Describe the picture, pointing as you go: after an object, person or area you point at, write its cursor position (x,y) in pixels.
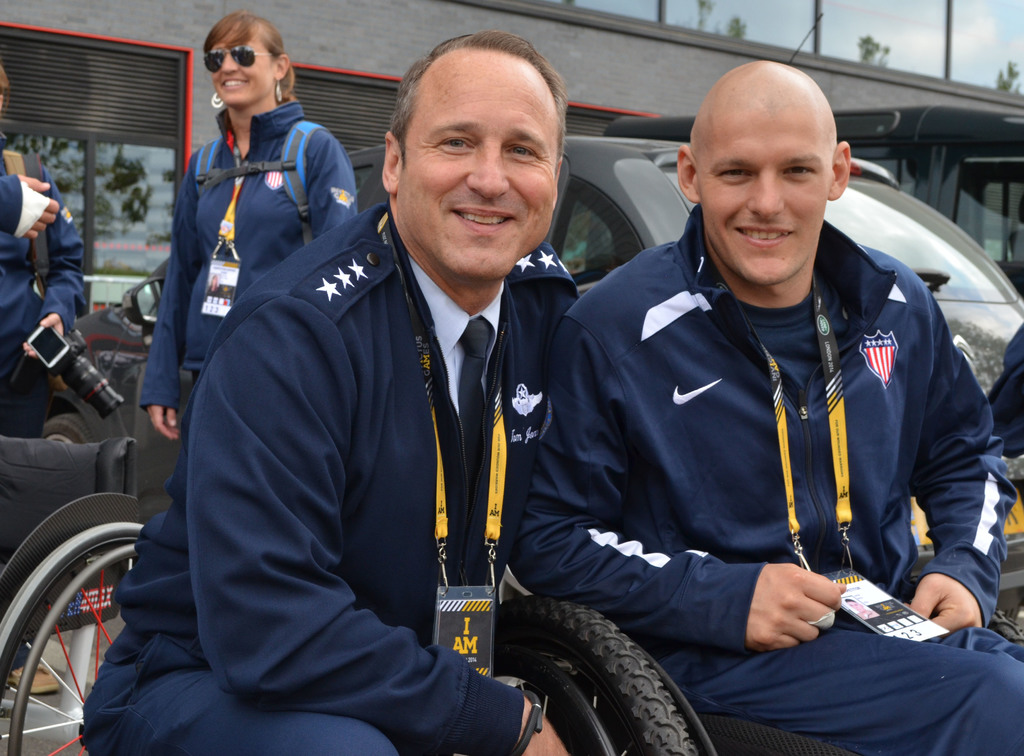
In this image I can see group of people (410,510). In front (357,462) I can see two persons (634,440) sitting and wearing blue color dress (678,435), background (622,209) I can see a vehicle (591,150) in black color, few plants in green color, a building (323,14) in gray color and I can also see few glass windows (964,70).
